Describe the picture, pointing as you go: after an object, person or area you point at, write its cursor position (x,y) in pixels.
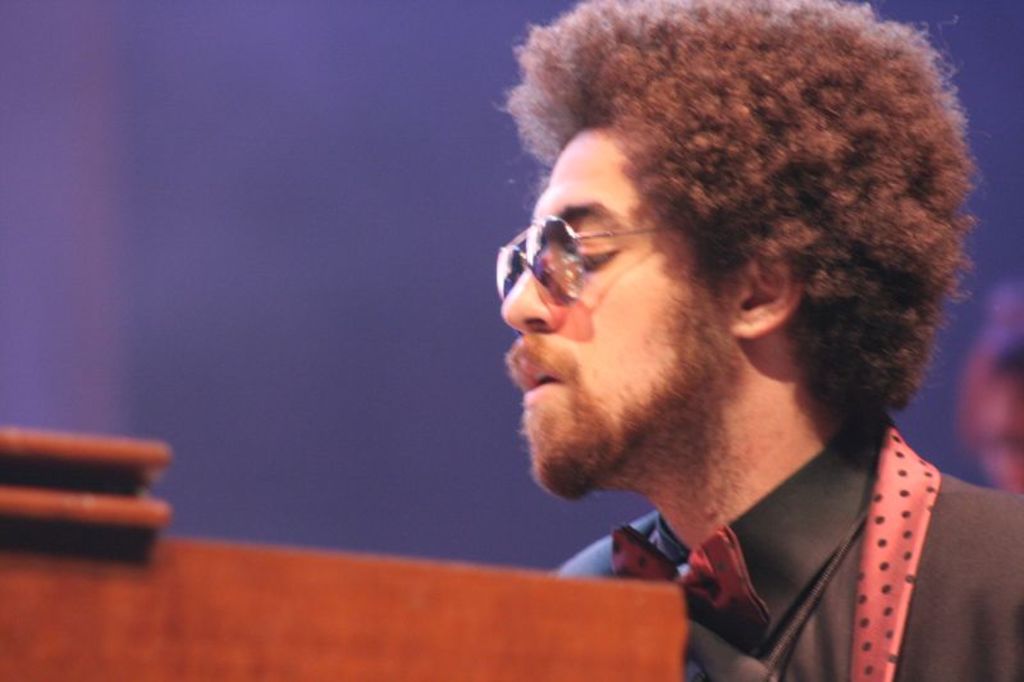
In this image there is a man (709,353), he is wearing black color shirt (786,625) and red color tie (704,580), in front of him there is a table (132,457), in the background (465,53) it is blue.
